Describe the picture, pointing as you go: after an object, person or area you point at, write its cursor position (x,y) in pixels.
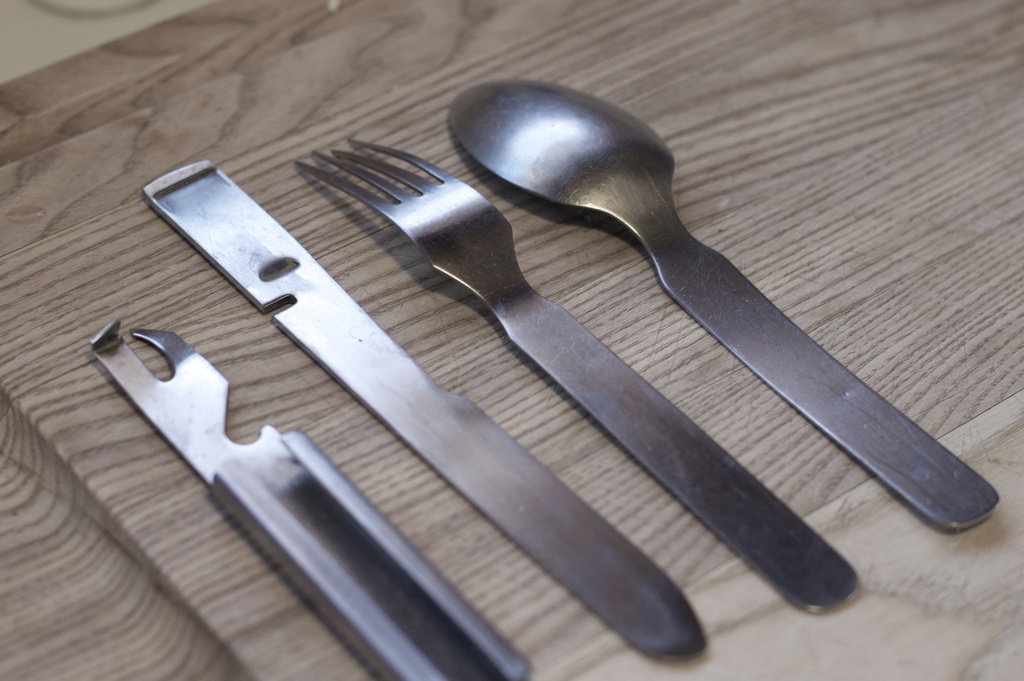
In this picture I can see there is a spoon (880,428), fork (513,295), knife (498,490) and a cap opener (274,532) placed on the wooden table (403,260).
